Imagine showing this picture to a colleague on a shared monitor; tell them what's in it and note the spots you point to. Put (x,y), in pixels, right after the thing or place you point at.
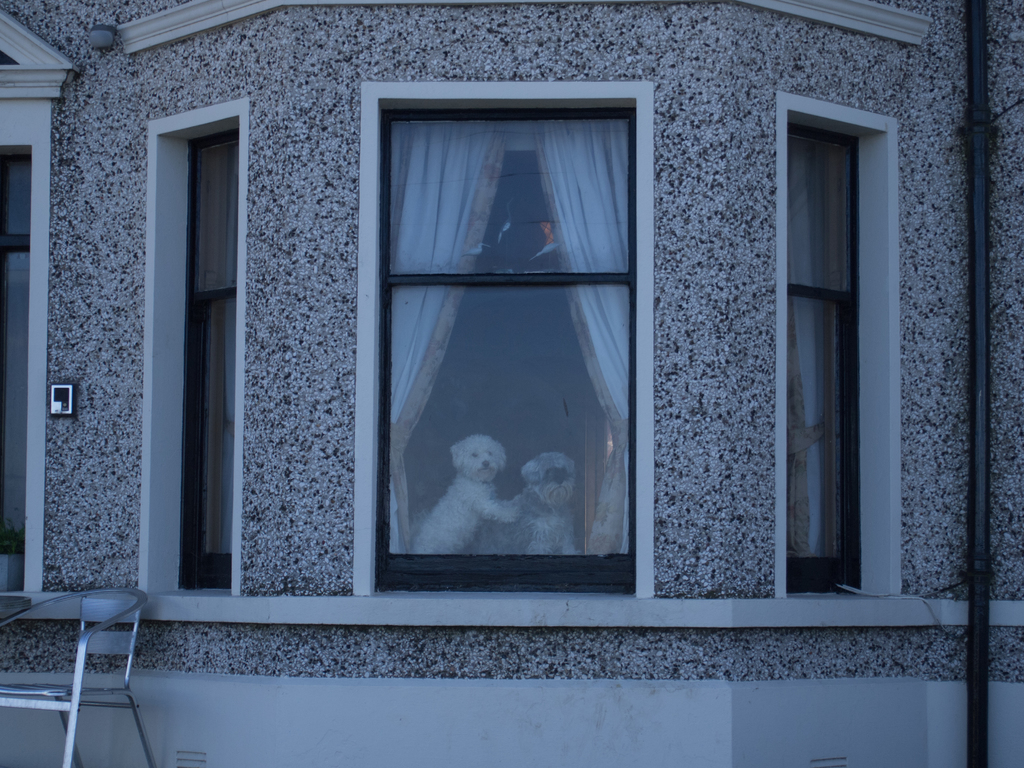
This picture contains a building (421,626). It has windows (512,152) and white curtains (408,326). We see two dogs (472,508) are looking through the window (479,562). In the left bottom of the picture (100,644), we see a chair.
